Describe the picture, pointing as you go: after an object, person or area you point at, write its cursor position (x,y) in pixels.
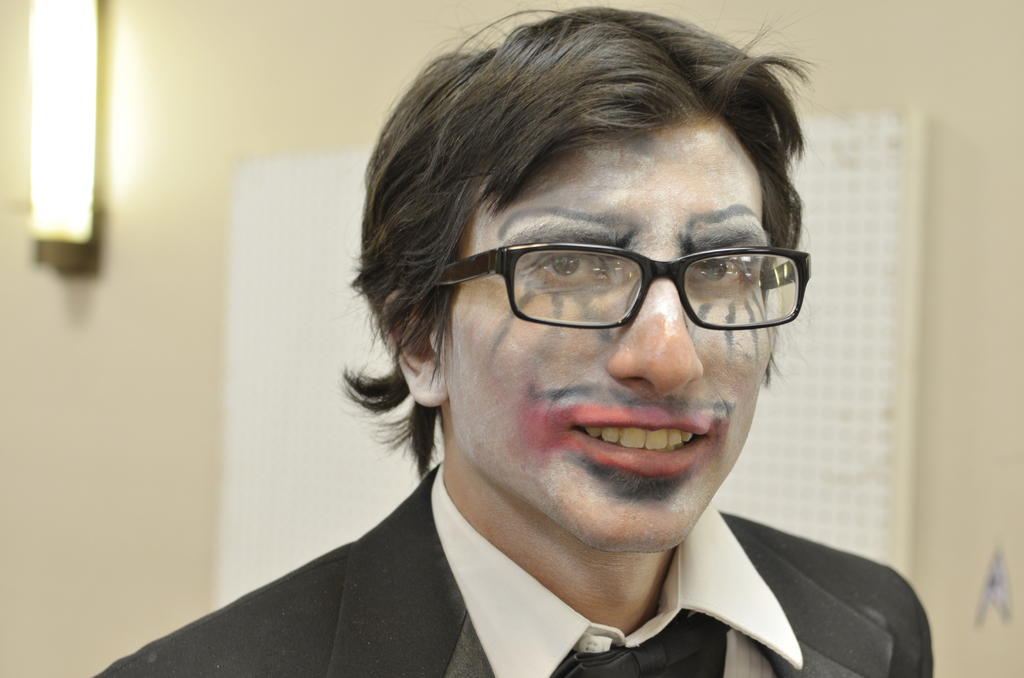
In this image we can see a man (646,468) and wore spectacles (626,256) to his eyes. In the background (94,158) we can see a light (94,190) and a board (304,181) on the wall (211,64).
